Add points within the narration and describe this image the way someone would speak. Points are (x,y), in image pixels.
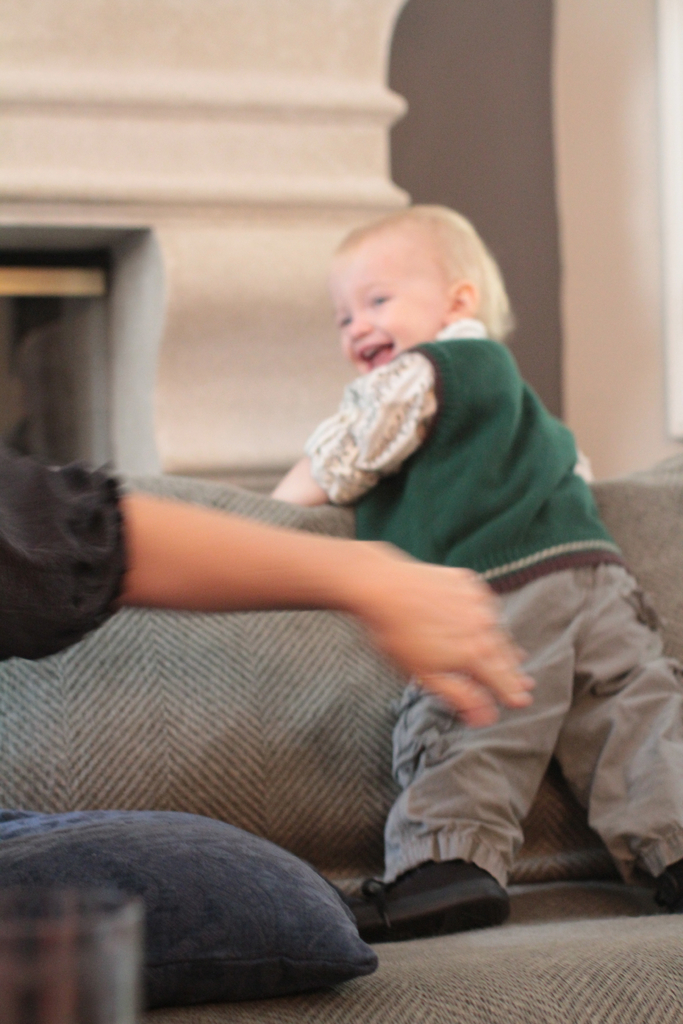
Here we can see a kid (514,433) standing on the sofa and smiling. On the left (153,518) we can see a person hand (143,538), glass (24,986) and a pillow (142,847) on the sofa (198,1021). In the background (260,118) we can see wall (440,173) and an object (112,303).
